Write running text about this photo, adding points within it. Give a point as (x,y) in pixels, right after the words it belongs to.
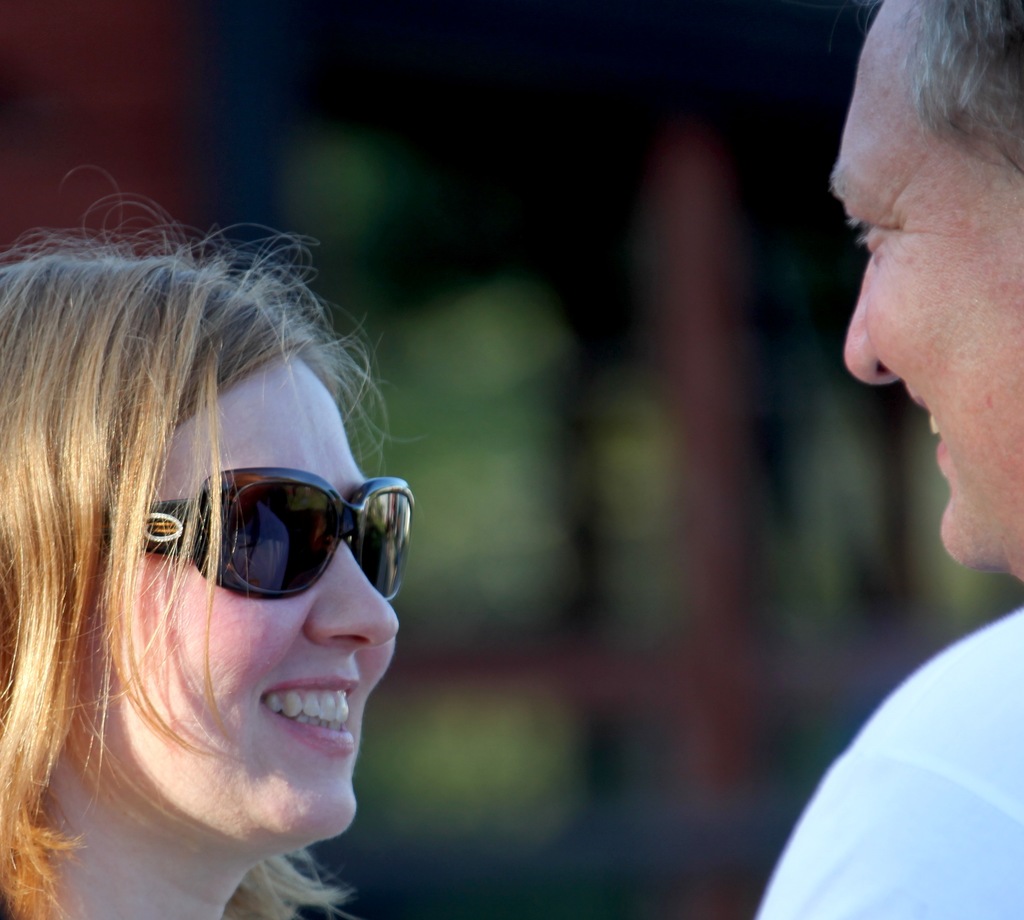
In the foreground of the picture (286,478) we can see a man (966,153) and a woman (161,557). The background (420,877) is blurred.
